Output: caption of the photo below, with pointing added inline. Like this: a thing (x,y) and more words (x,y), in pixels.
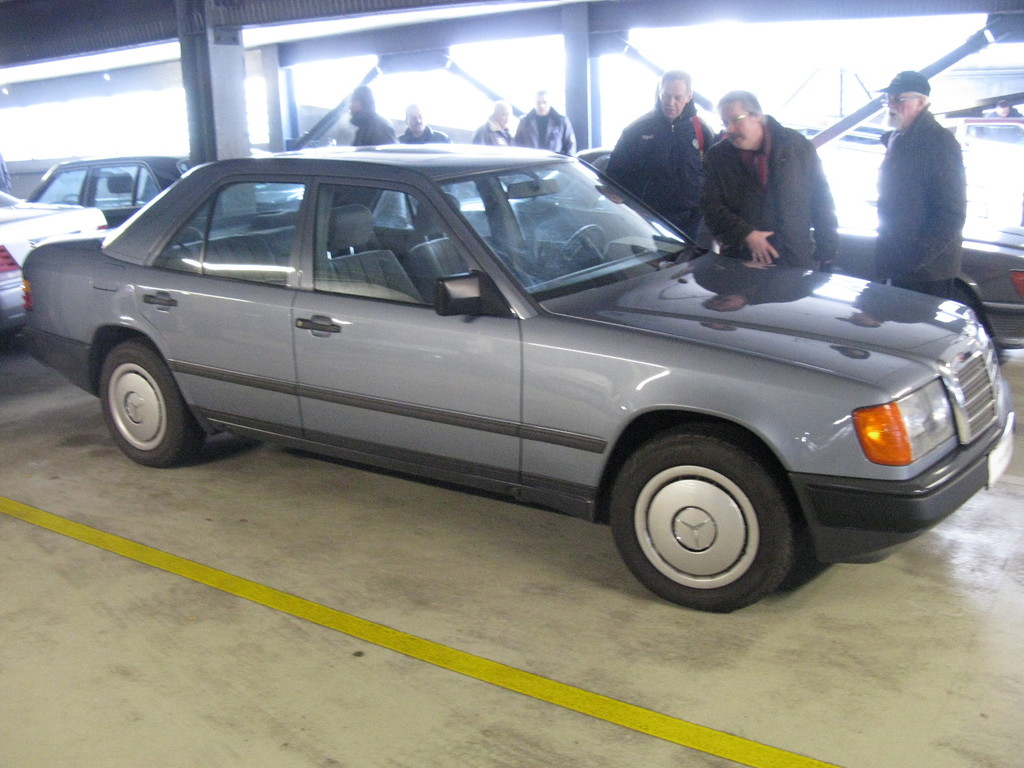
In this picture, we can see a few people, vehicles (562,505), ground (730,732), poles (193,30), and the roof (273,4).
